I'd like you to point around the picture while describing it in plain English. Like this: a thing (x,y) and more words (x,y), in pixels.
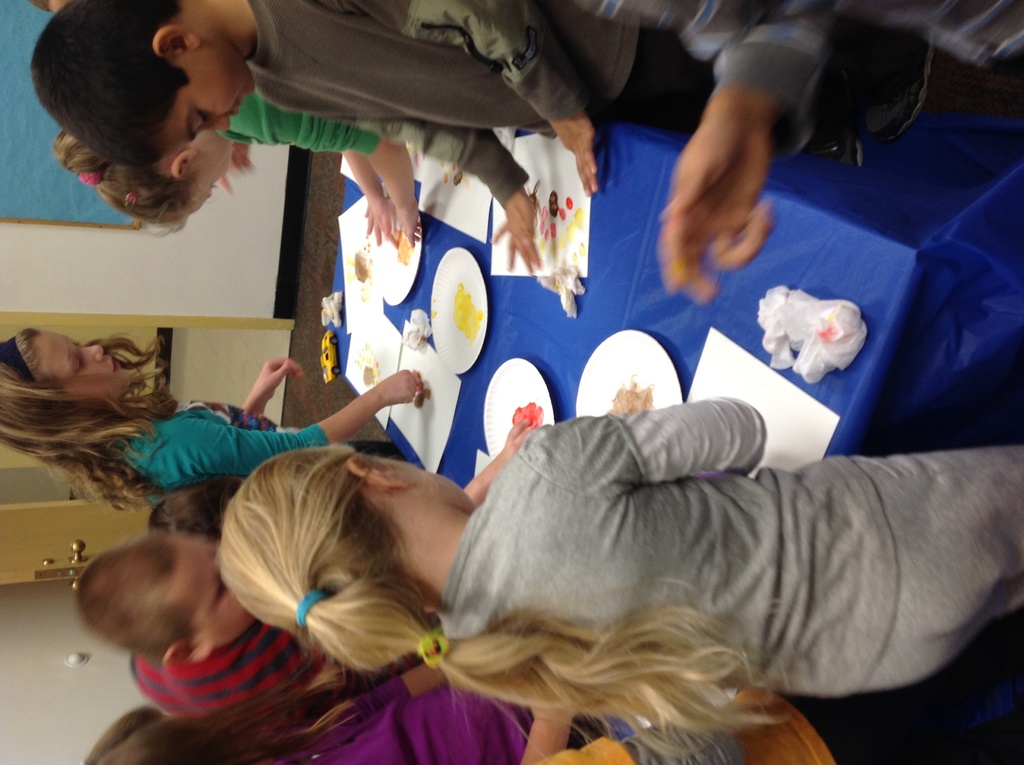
In this image on a table (510,308) there are many plates (611,365), papers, tissues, a toy car (333,371). The table (566,347) is having a blue tablecloth (818,258). Around the table (603,232) many kids (231,85) are standing. They are painting. This is the door (56,539), this is the wall (13,132).
